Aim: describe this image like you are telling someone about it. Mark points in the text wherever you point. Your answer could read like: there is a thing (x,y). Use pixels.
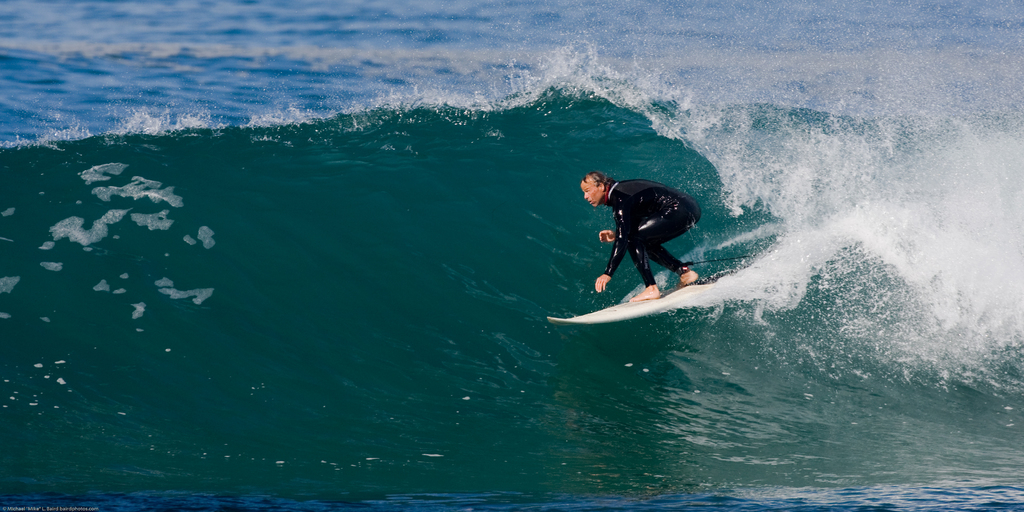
In this image I can see a man (642,217) wearing black color dress (643,251) and surfing the board (684,297) on the water (693,122). This is looking like an ocean (153,378).
